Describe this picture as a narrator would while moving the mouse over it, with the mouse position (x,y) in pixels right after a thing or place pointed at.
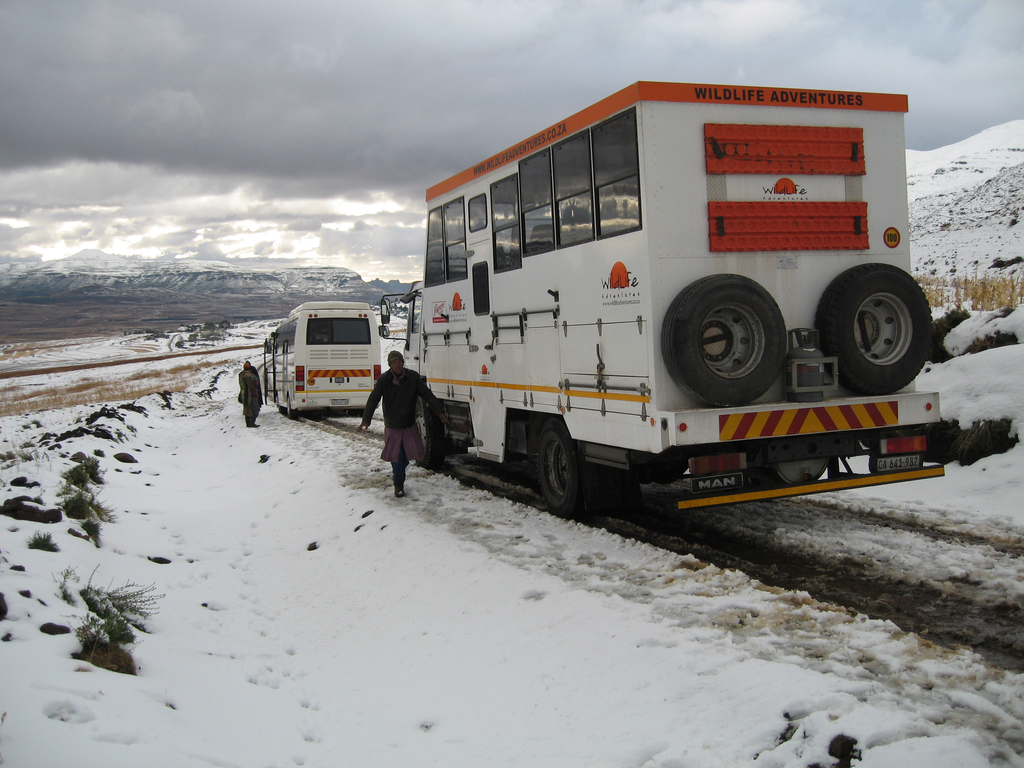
In this image we can see two vehicles (728,334) and people (408,440) on the land (795,581). We can see snow (461,646) on the land (947,524). At the top of the image (361,109), we can see the sky (369,76) covered with clouds (299,71).
